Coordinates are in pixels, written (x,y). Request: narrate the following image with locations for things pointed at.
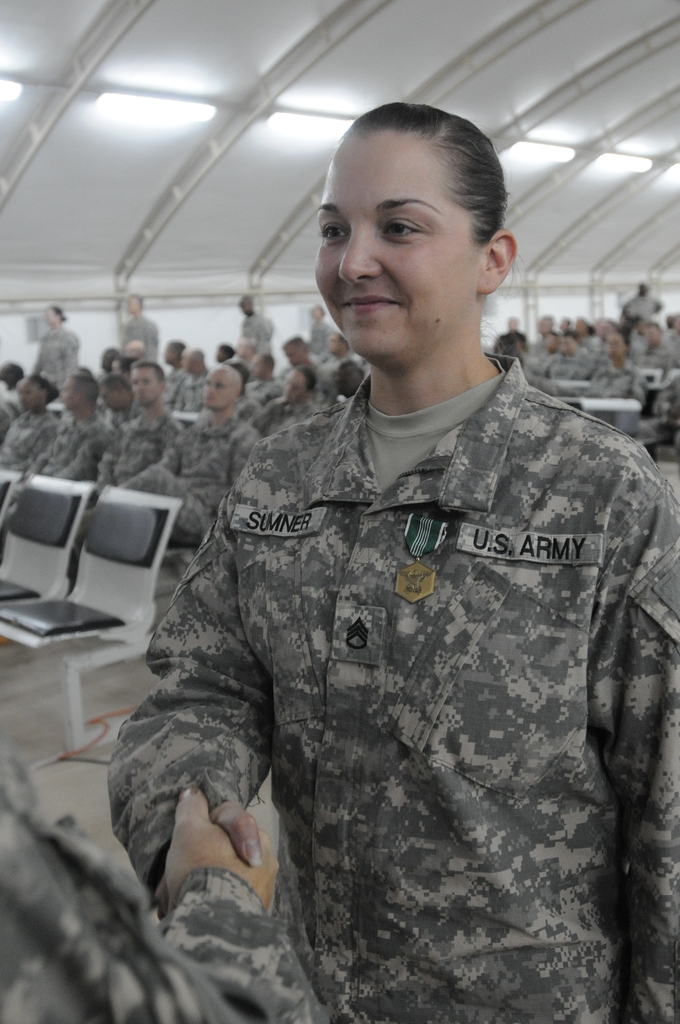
In this image I can see a person (426,659) wearing military uniform (409,638) is standing. In the background (135,456) I can see few persons (211,454) are sitting on chairs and few of them are standing. I can see the wall (180,326), the ceiling (268,97) and few lights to the ceiling (288,102).
